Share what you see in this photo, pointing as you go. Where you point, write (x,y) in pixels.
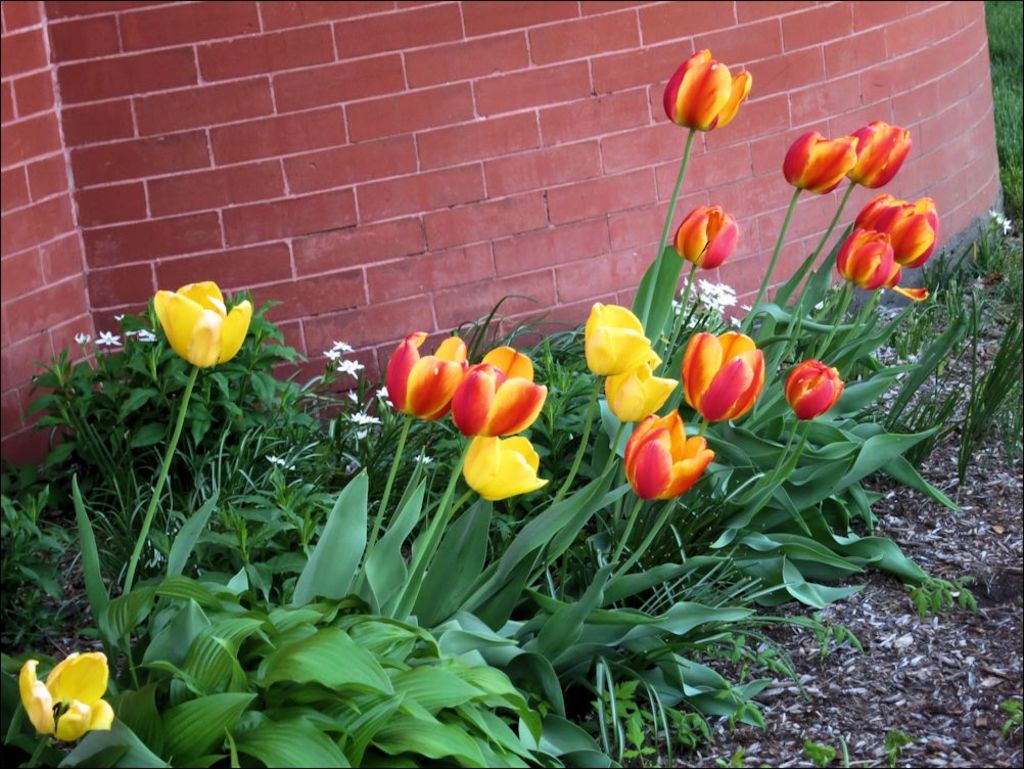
In this image I can see tulip flower plants (670,401). There is a red brick wall (454,184) behind them.
